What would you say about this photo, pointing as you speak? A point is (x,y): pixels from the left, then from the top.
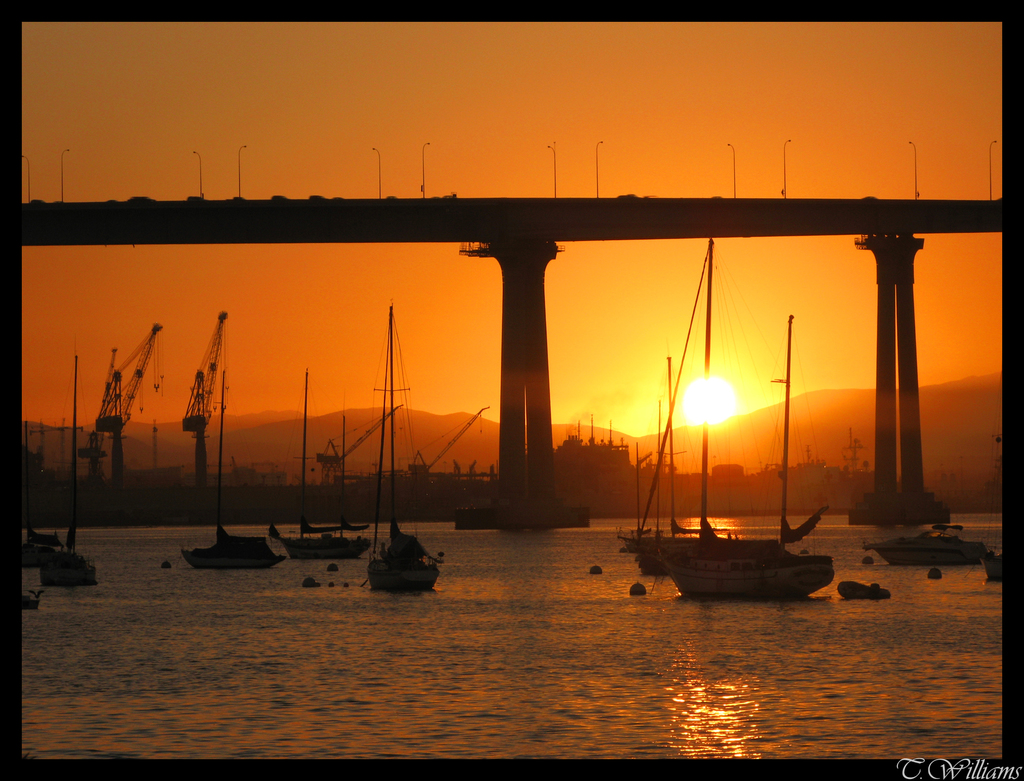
In this image there is a beautiful view of sunrise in between the mountains (443,428), in front of that there is a lake (707,667) where we can see there are ships (60,552) floating on the water (966,600) and also there is a bridge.
